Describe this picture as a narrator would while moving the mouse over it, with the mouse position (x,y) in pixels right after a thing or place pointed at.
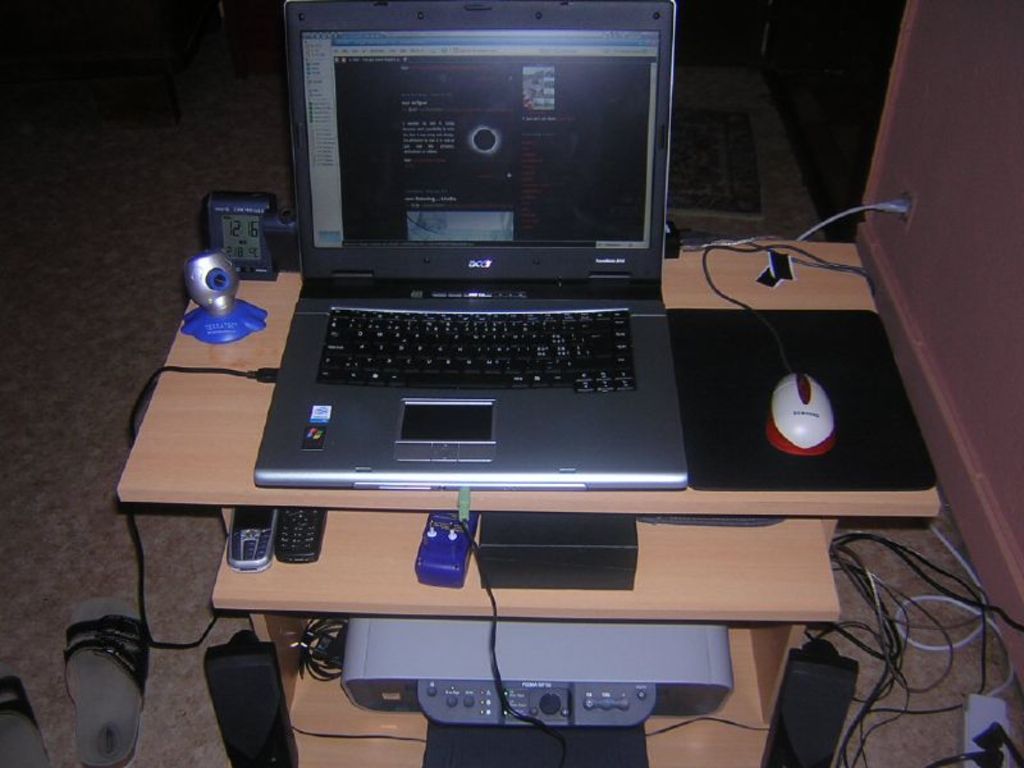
This is a computer table (756,515). On the table (209,447) there is a laptop (490,351), mouse (797,387), touchpad (834,339), timer (268,240), webcam (248,318). And on the drawer (643,601) there are mobiles (299,534). And there are wires (875,599), chappals (139,702), and speakers (286,713) on the floor (199,729).
